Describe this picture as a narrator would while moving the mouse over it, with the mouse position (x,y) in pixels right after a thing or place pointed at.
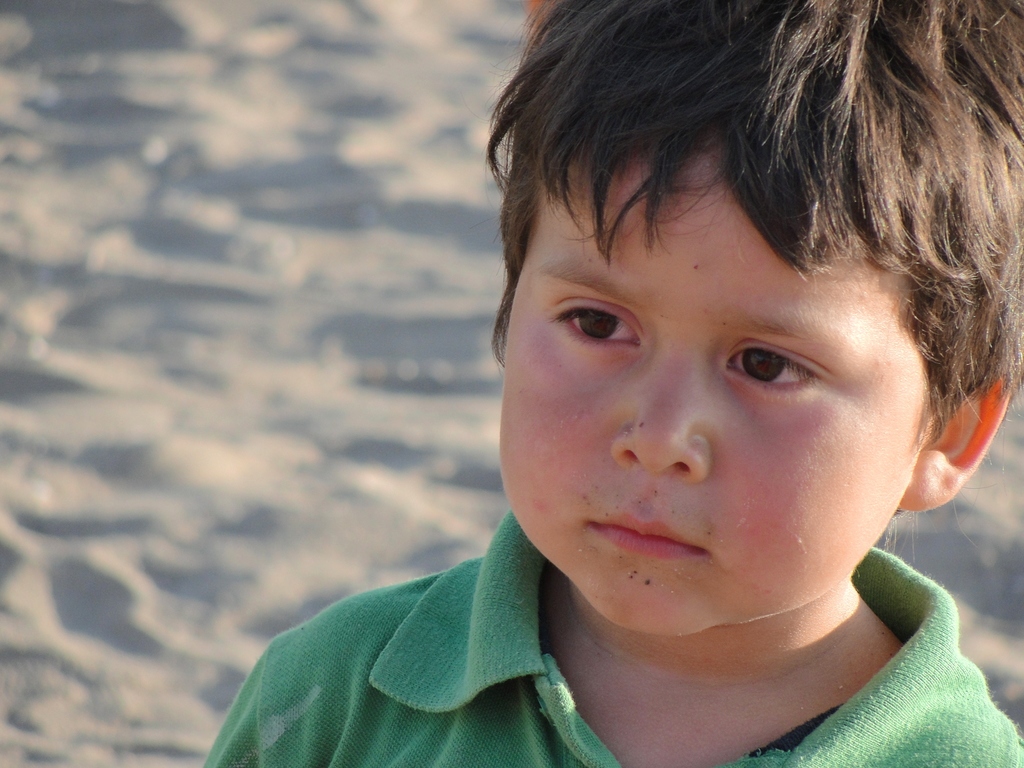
In this image there is a boy (694,560) wearing a green color t shirt (528,647) and the background (290,524) is blurry.
